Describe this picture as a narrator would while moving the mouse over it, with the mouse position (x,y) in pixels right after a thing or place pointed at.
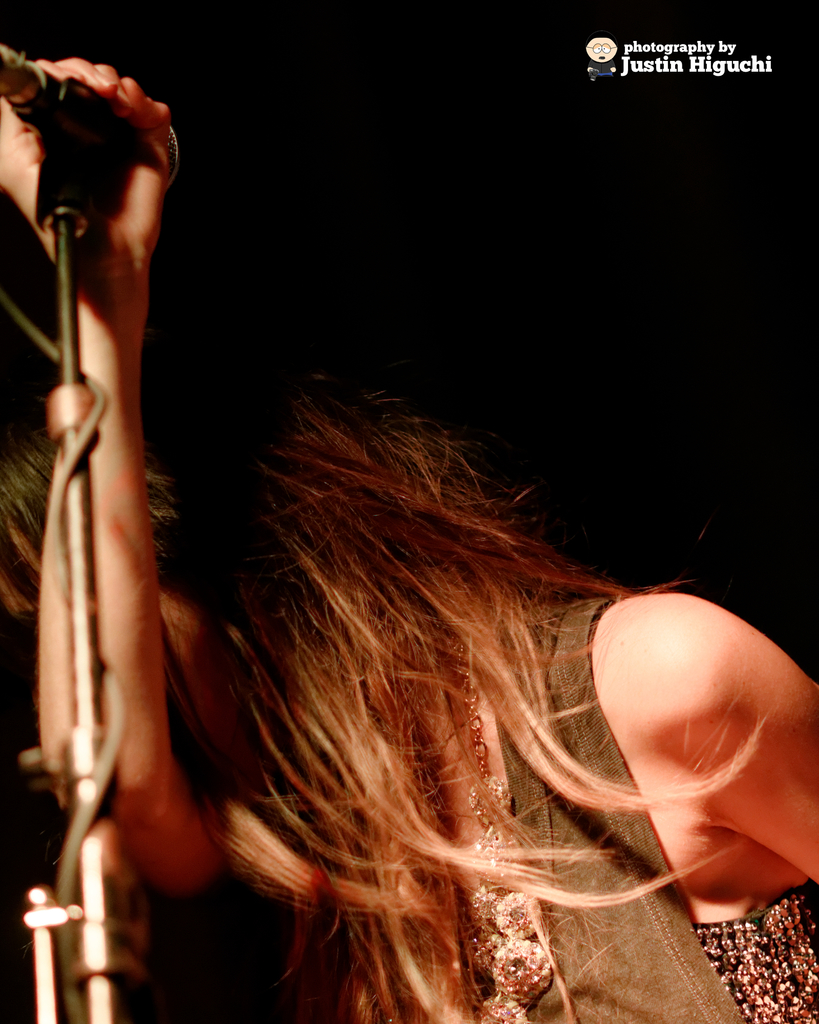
In the center (471,561) we can see one woman (402,611) standing and holding microphone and she is wearing jacket (568,688).
